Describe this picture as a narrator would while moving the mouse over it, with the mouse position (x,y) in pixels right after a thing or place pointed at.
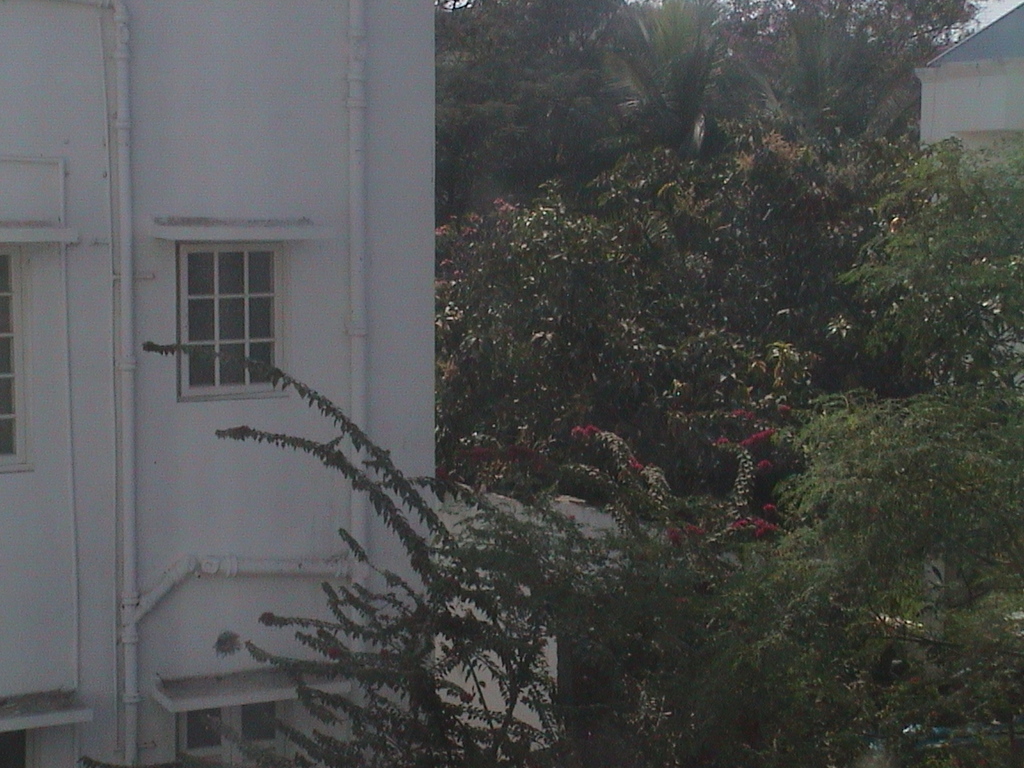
In this image I can see the plants (469,712), building (267,234) with windows (16,347) and the trees (629,105).
